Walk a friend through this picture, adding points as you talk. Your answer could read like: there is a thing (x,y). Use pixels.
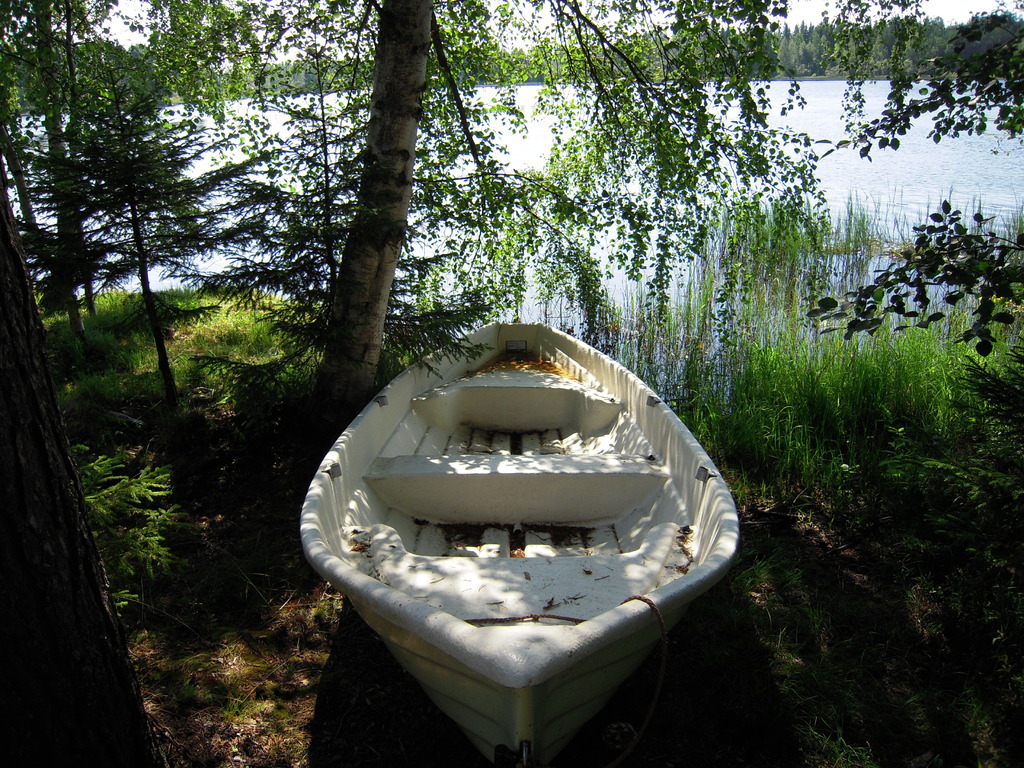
This picture shows a boat (594,437) and we see water (700,184) and trees (2,69) around and we see grass (151,379) on the ground (94,410).
